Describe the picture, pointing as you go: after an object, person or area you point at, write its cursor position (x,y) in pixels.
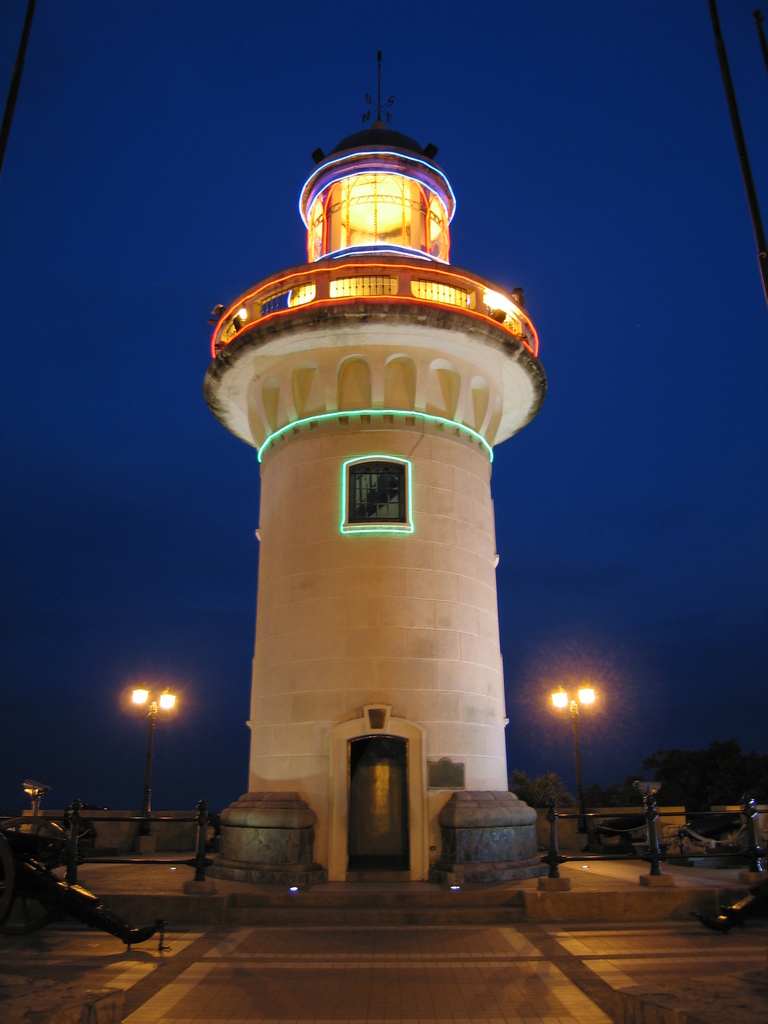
There is a lighthouse (412,531) present in the middle of this image (349,550). We can see lights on the left side of this image (149,727) and on the right side of this image (581,798) as well and the sky (662,492) is in the background (473,222).
